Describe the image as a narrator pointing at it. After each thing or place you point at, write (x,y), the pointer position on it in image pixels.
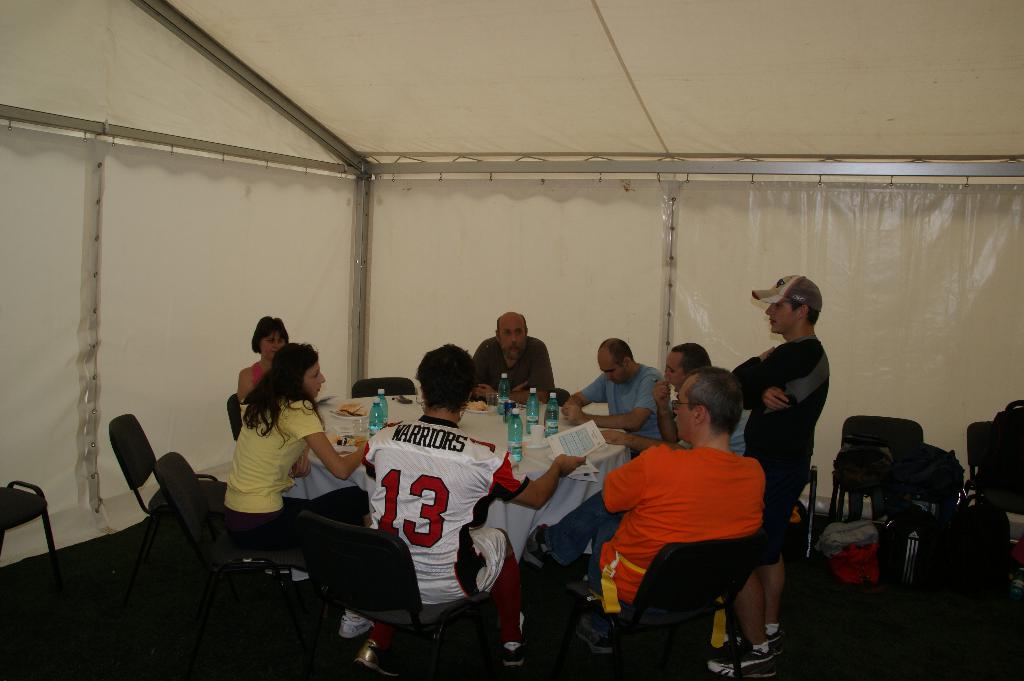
In the middle (504,441) there is a table (527,468) on that table (508,418) there are some bottles (384,401), Around the table (524,417) there are some people (491,491). On the right (773,453) there is a man (769,435) he wear black t shirt (785,417), shoes (766,638) and cap (785,295). In the middle (392,434) there is a man (426,518) he wear white t shirt (442,482) he is sitting on the chair (397,602). On the left (268,448) she wear yellow t shirt (265,476) and trouser (284,536) she is sitting on the chair (225,555). In the background (693,215) there is a tent (768,159) and some luggage (946,511).
